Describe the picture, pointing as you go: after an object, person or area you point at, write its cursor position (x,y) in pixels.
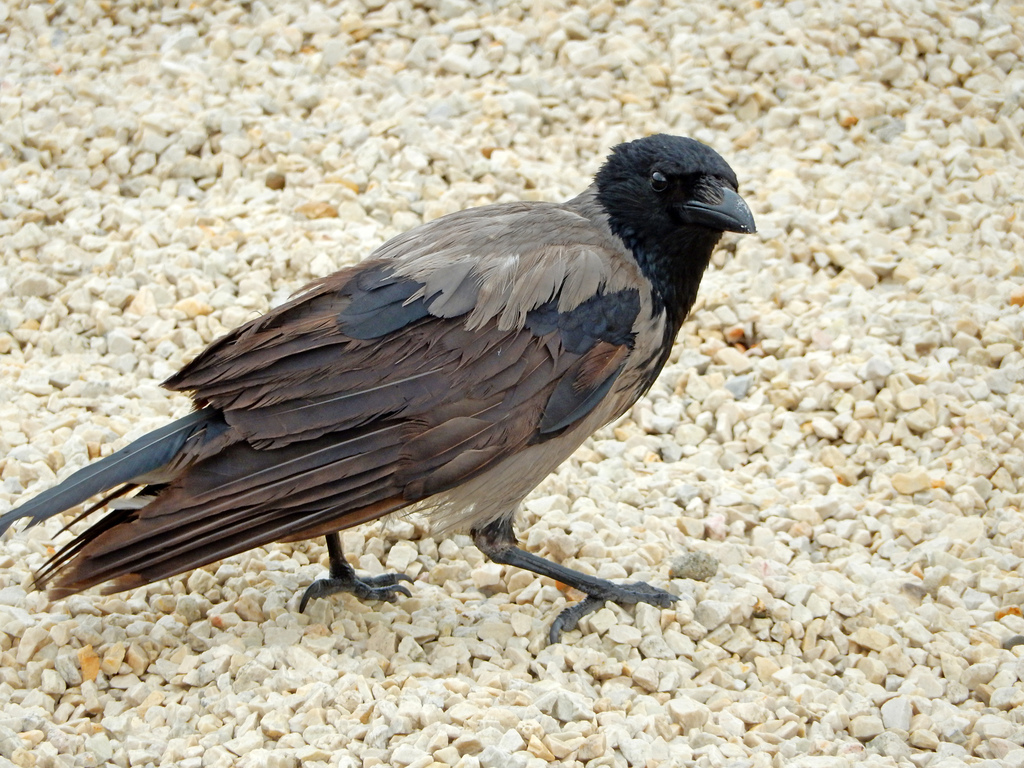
In the center of the image (427,401) we can see a bird (562,358). At the bottom (332,704) there are stones (534,706).
